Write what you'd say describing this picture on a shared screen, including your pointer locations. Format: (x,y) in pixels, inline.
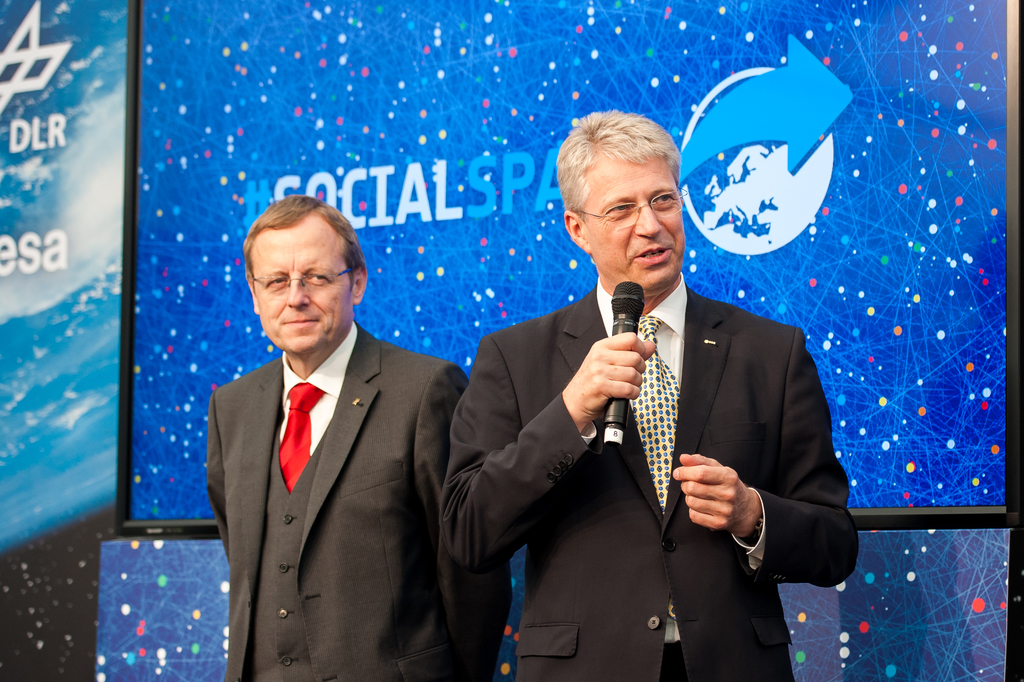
2 men (366,413) are standing wearing suit (621,552). The person (597,510) at the right (770,466) is holding a microphone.
